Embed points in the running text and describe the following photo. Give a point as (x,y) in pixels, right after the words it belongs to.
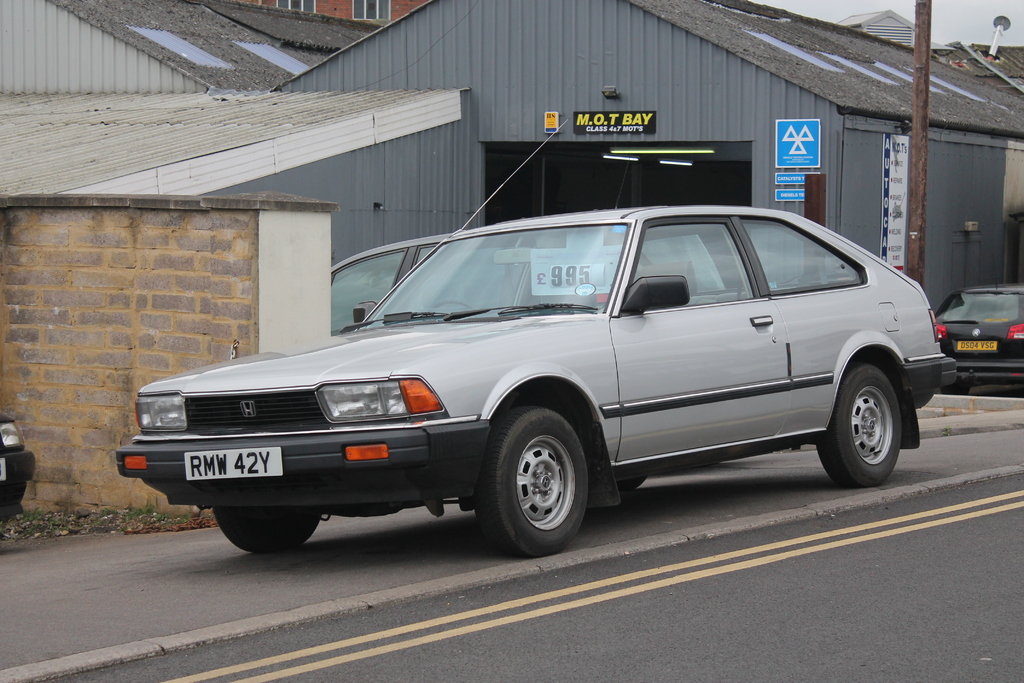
In the background (725,62) we can see the shed (910,124), boards (785,175), rooftop (982,130), wall (489,25), windows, pole (919,165), lights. In this picture we can see the vehicles (1018,334) and the road (615,656).
